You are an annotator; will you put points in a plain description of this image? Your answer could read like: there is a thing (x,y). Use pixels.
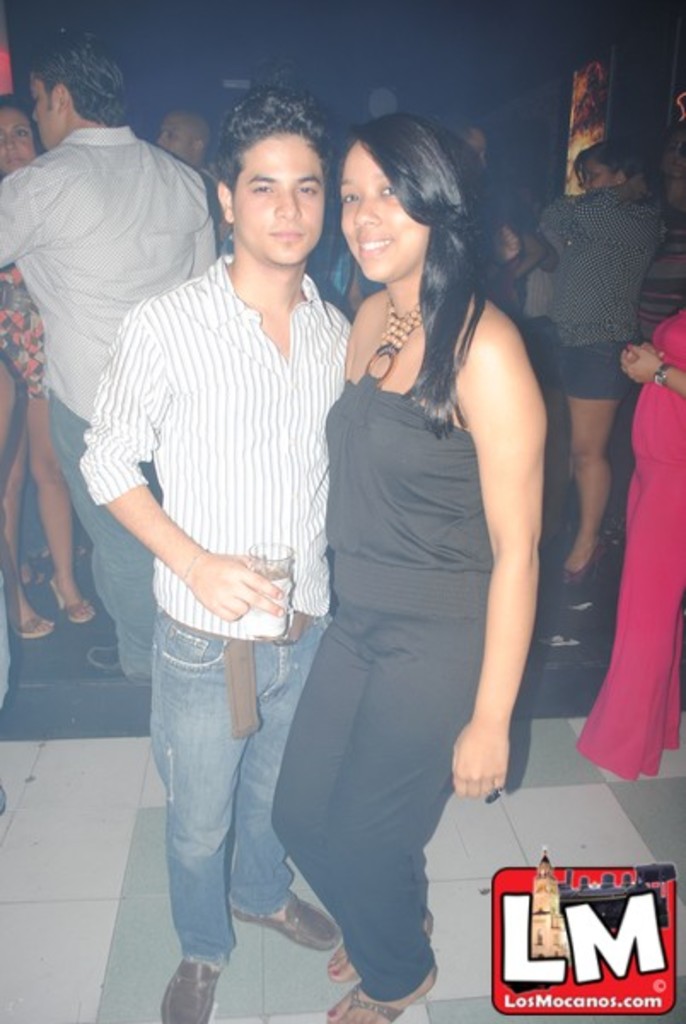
In this image there is a couple (322,481) who are standing on the floor (244,950). There is a man (238,457) on the left side (201,492) who is holding the glass (293,565). In the background (613,225) there are few other people (623,287) who are standing on the floor (244,940).
